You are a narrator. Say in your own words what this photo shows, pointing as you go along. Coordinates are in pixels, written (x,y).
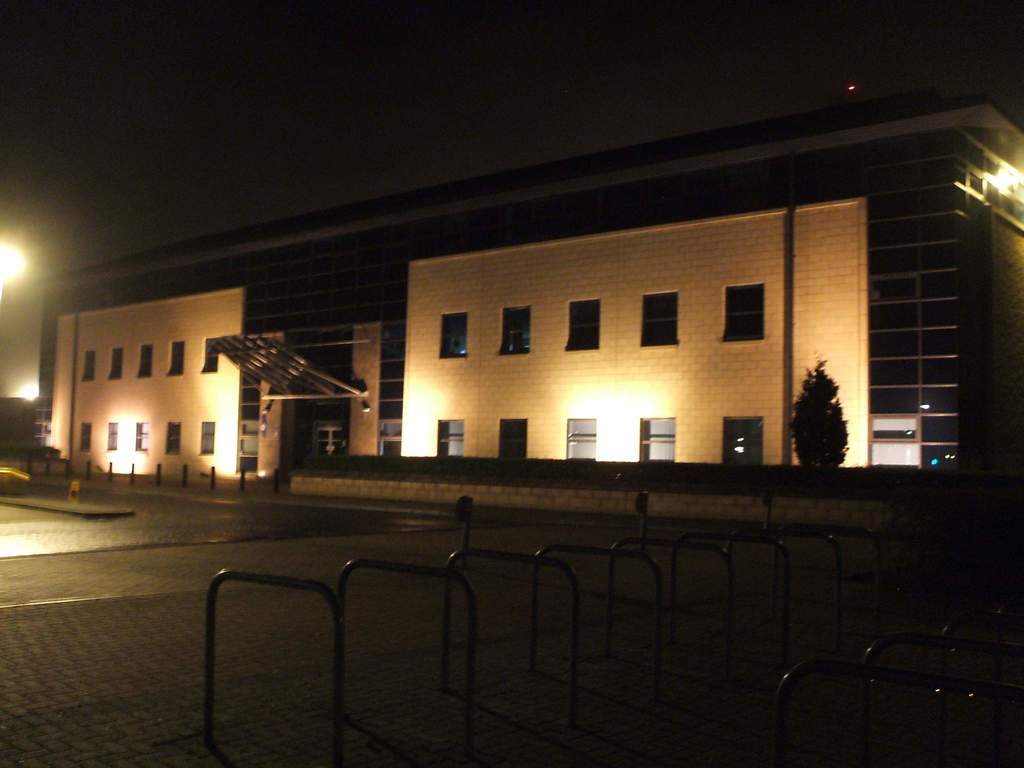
In this image I can see a building (453,349), lights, tree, poles (159,469) and other objects (215,591). In the background (299,100) I can see the sky (276,106).
